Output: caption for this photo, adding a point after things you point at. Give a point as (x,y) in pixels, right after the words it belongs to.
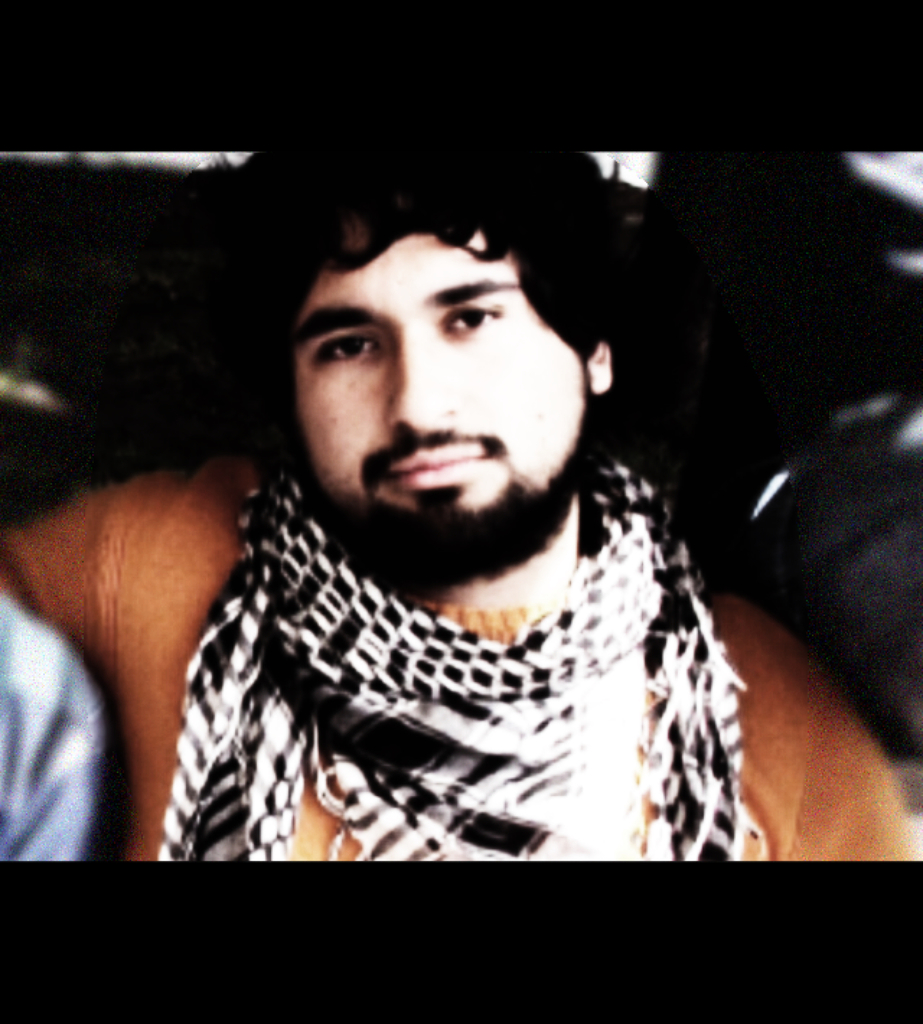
In the image there is a man (417,463) in brown t-shirt (860,800) and black scarf (413,646) and the background (813,456) is dark.
